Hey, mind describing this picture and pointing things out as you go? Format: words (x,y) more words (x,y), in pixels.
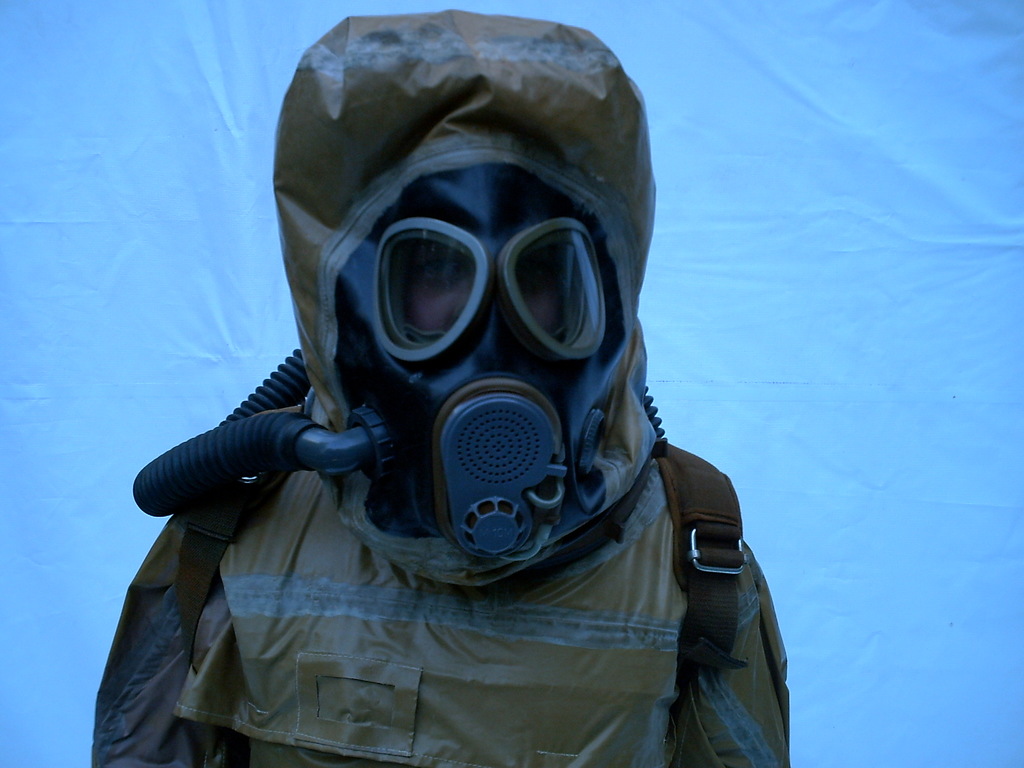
In this image we can see a person (380,447) wearing chemical suit (315,643). In the background (106,252) it is blue.
